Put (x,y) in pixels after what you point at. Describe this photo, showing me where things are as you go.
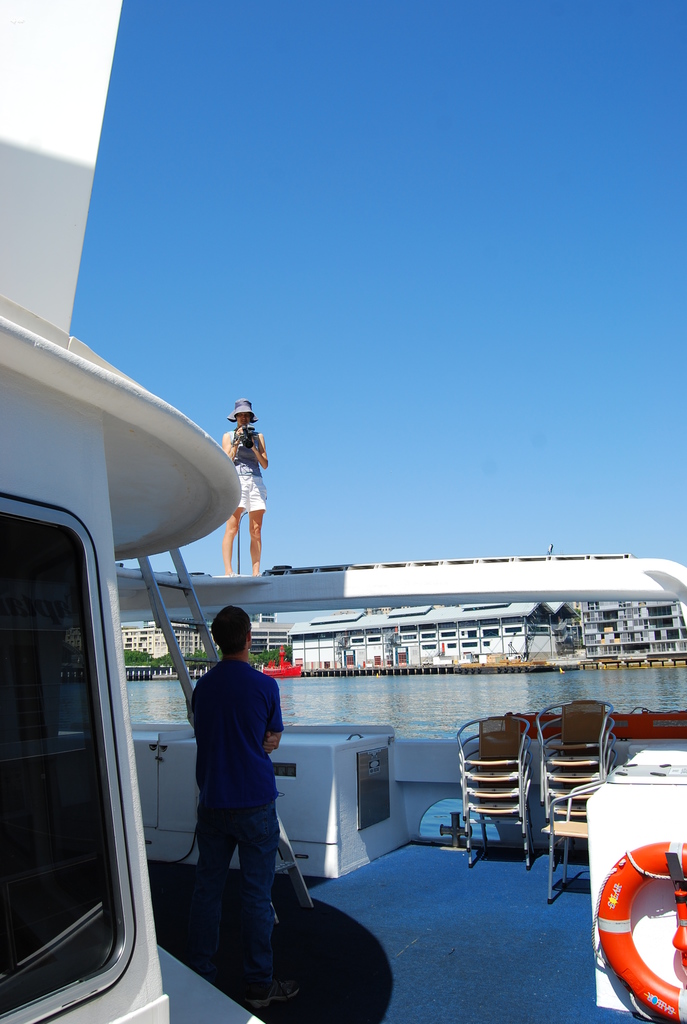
In this picture there is a woman (255,496) who is holding a camera (252,444) and standing above the shed (438,566). On the bottom (251,723) we can see a man (252,732) who is wearing t-shirt (242,754), jeans (244,840) and shoe (271,990). On the bottom right (502,739) we can see chairs (579,787), table (616,820) and tube (633,893). On the background (127,657) we can see many buildings (422,659) and trees (136,657). Here we can see water (461,694). On the top (474,271) there is a sky (436,191).
